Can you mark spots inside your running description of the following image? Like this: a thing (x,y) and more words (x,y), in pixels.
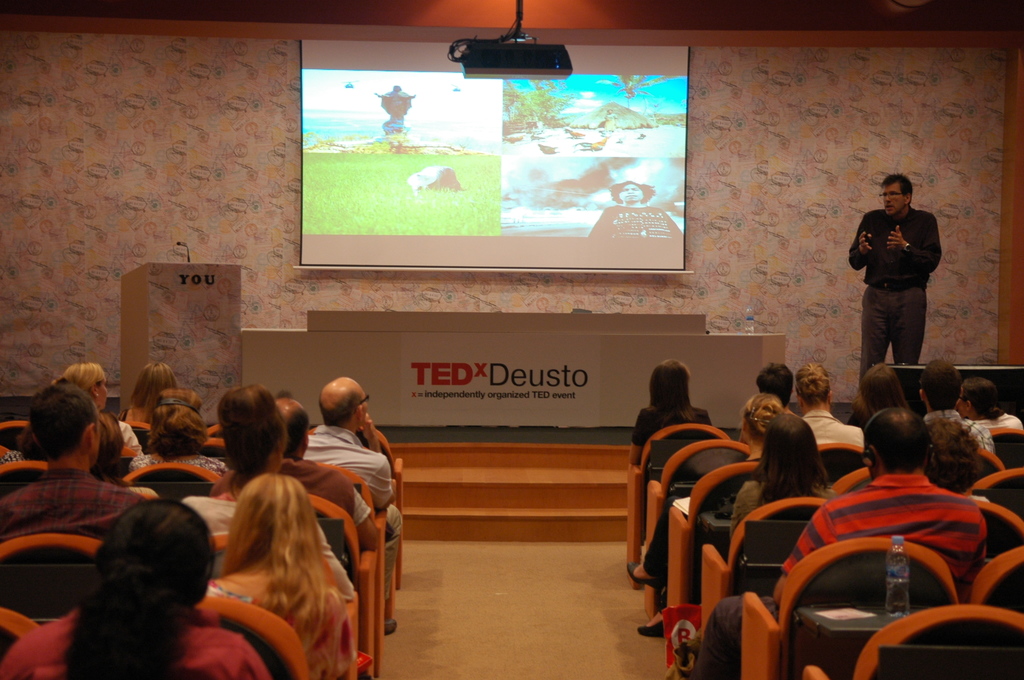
In this picture there is a projector screen (324,67) at the center of the image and a desk (411,342) at the center of the image (354,361), there is a man (936,253) who is standing at the right side of the image (936,246) on the stage (440,451) he is explaining something, there are people (300,427) those who are sitting on the chair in front of the stage (421,447).
